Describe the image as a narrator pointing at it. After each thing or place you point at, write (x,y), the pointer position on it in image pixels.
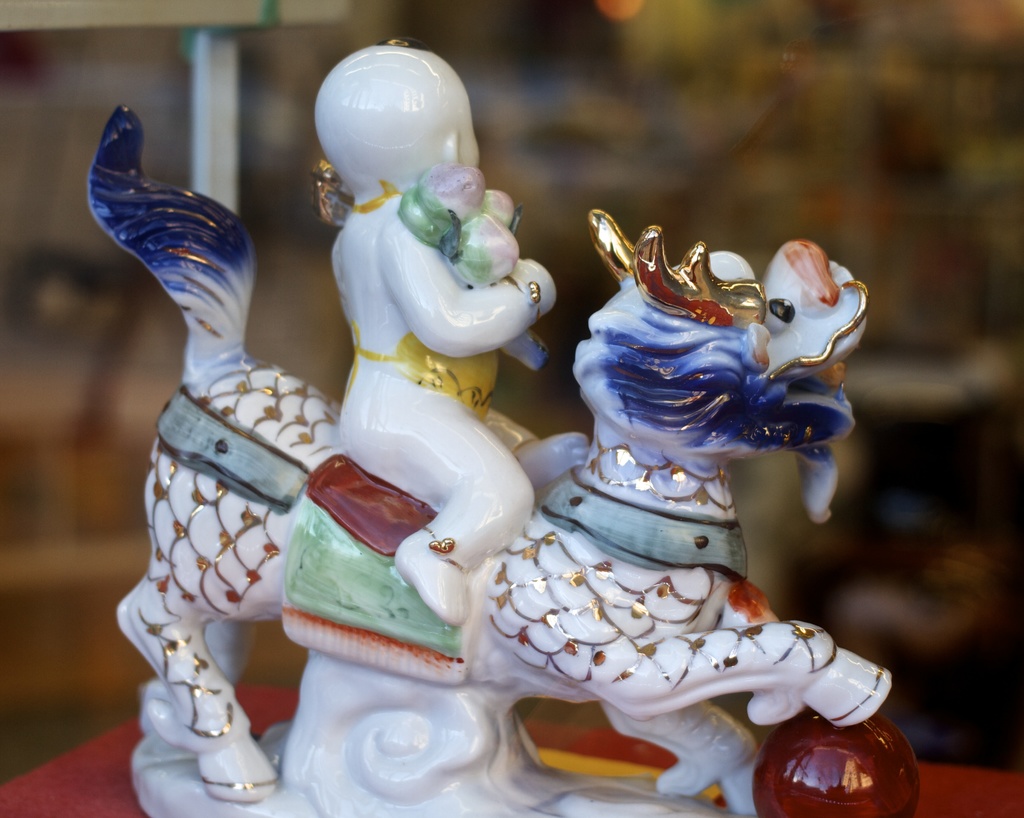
This is a zoomed in picture. In the center (434,529) we can see a sculpture (399,358) of a person (401,282), holding some objects (477,218) and sitting on an animal (233,456). The background of the image (199,40) is blurry and we can see a white color rod (201,129).
